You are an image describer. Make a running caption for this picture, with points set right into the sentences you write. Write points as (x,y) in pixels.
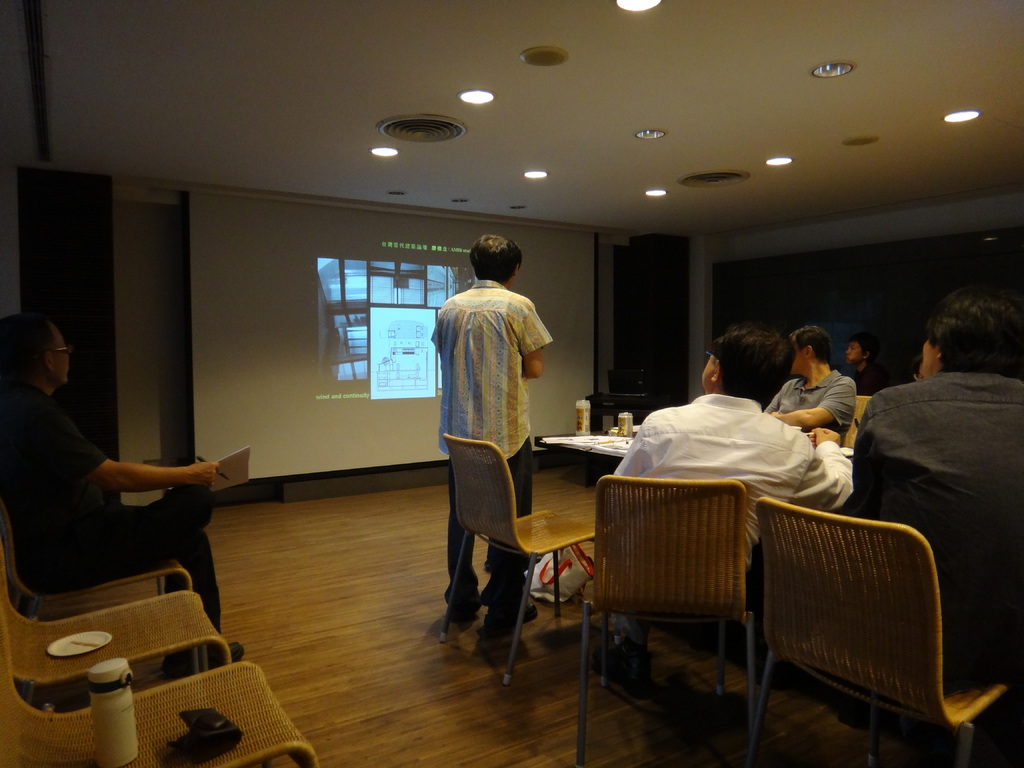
On the left (77,485) we can see a man (29,453) sitting on the chair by holding a pen (218,472) and book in his hand (199,475) and there is a plate (60,649), bottle (102,716) and an object (183,717) on the chairs (153,742). In the middle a man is standing and there is a bag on the floor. On the right (709,414) we can see few people (656,428) sitting on the chairs (695,545) at the table (610,452). On the table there is a glass (626,418) and other objects (587,424). In the background (405,248) we can see screen (403,325), wall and lights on the ceiling (607,89).
